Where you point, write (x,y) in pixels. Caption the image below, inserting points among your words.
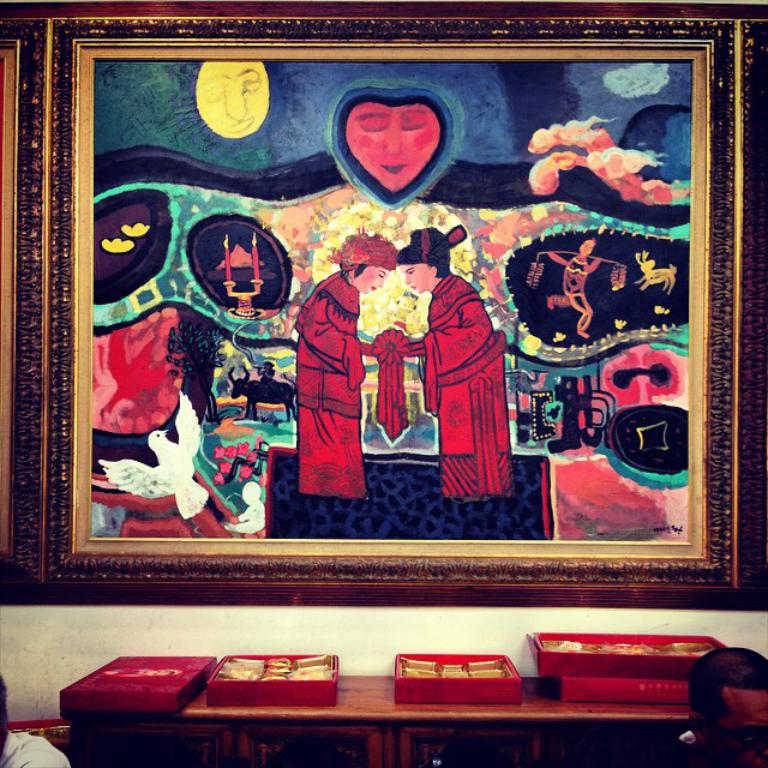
This image consists of a wall painting (458,256), in which two persons (372,239) are shaking their hands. Below that there is a table (76,724) on which boxes (68,697) are kept. And two persons (731,727) are visible which are half visible. In the background (762,646) there is a wall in white color. This image is taken inside a room (358,489).
